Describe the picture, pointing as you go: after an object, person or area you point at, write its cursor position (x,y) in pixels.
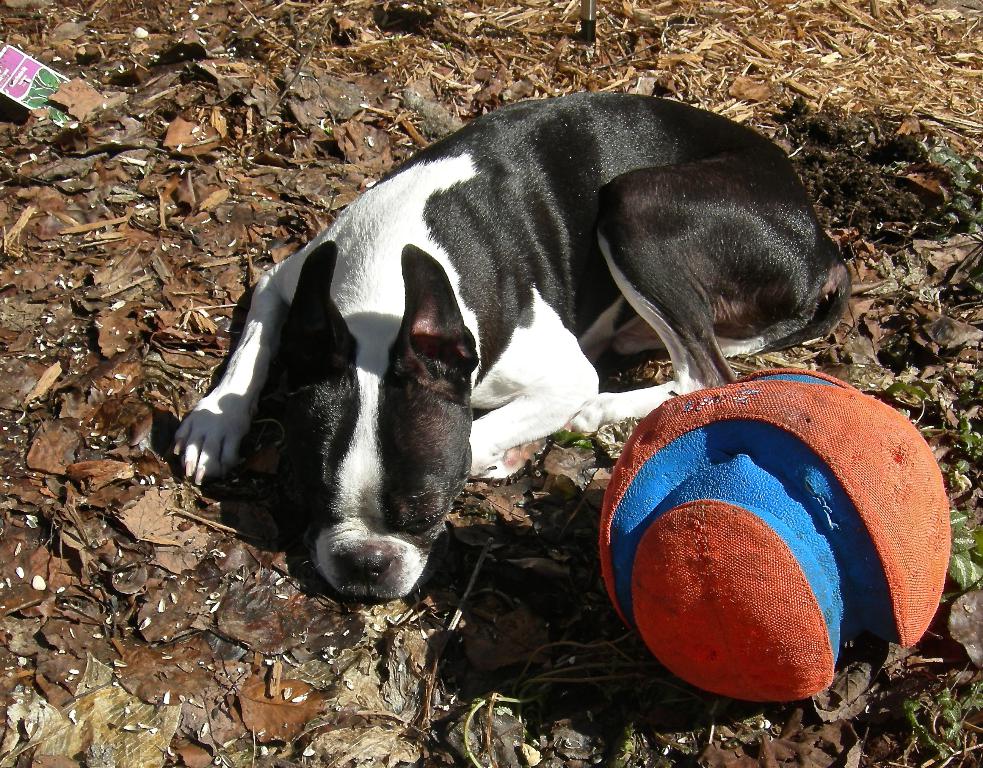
This picture shows a dog (597,376) laying on the ground (131,207) and we see a ball (878,512) on the side and few leaves (191,651) on the ground (285,548). The dog (464,415) is white and black in color and the ball (754,494) is blue and red in color.
